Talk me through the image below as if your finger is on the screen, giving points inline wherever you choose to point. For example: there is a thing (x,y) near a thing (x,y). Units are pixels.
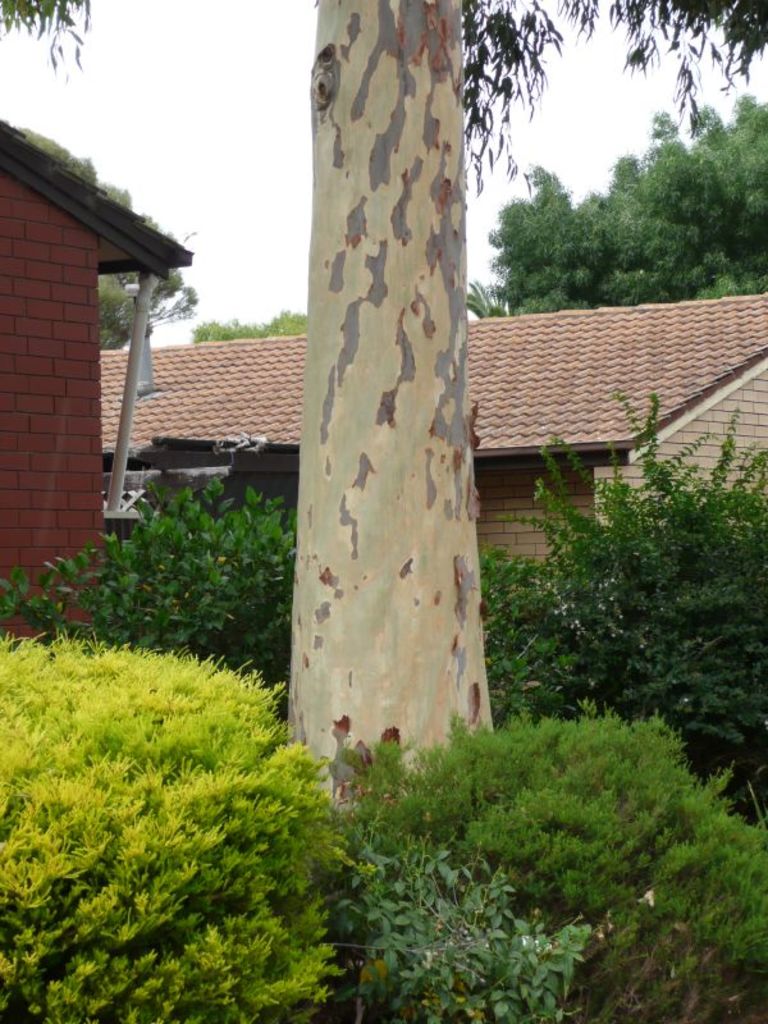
In this image there is a tree trunk (383,529). Bottom of the image (359,893) there are plants (276,654). Behind there are houses (269,428). Background there are trees (663,292). Top of the image (490,140) there are branches (647,60) having leaves (753,23). Behind there is sky (154,30).
